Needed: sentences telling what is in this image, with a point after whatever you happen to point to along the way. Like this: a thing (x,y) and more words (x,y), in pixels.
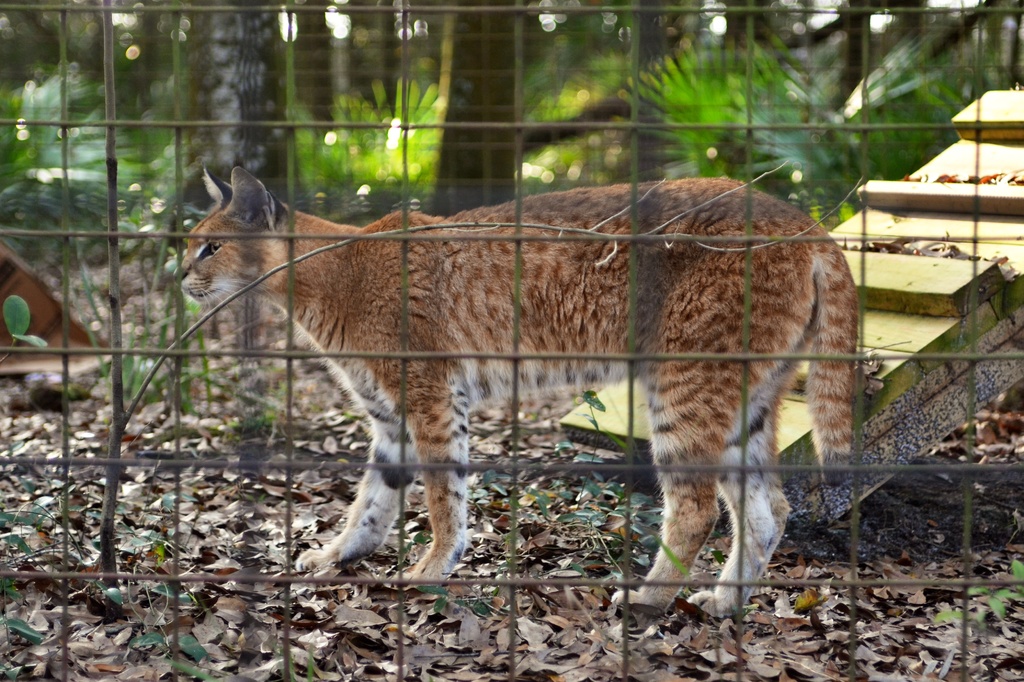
In the center of the image (501,310) there is a cat (461,279). In the foreground (84,127) we can see a mesh (84,123). In the background (368,164) there are trees (697,137).
